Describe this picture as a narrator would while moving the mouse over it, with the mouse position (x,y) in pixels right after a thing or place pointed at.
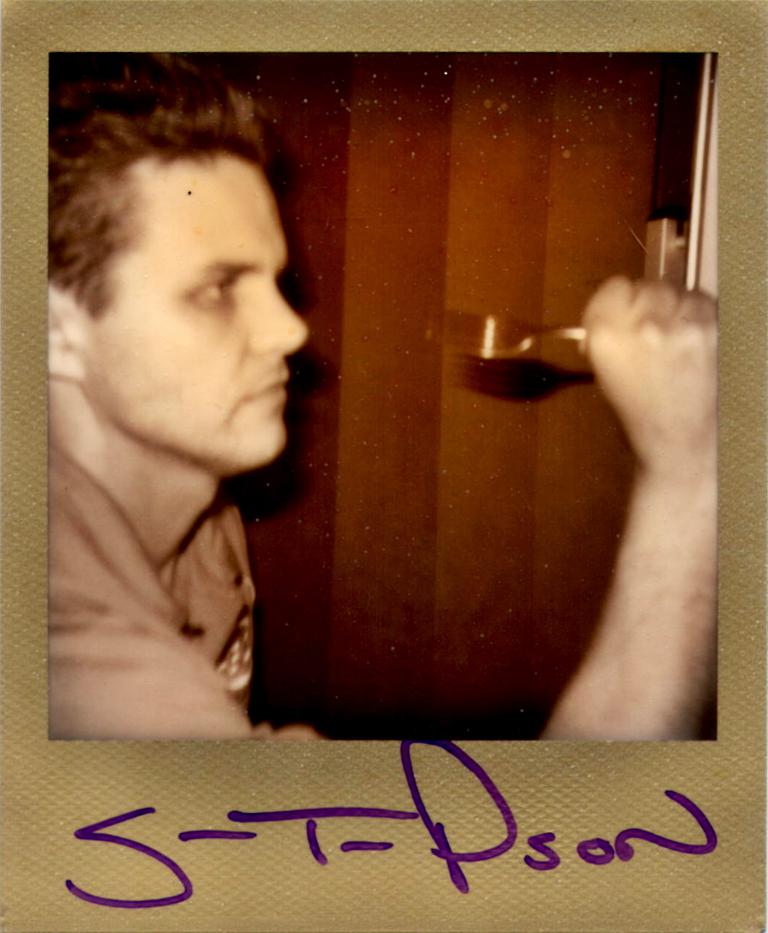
In this image is a man (193,325) holding a fork (543,330). In the bottom (375,846) something is written.
